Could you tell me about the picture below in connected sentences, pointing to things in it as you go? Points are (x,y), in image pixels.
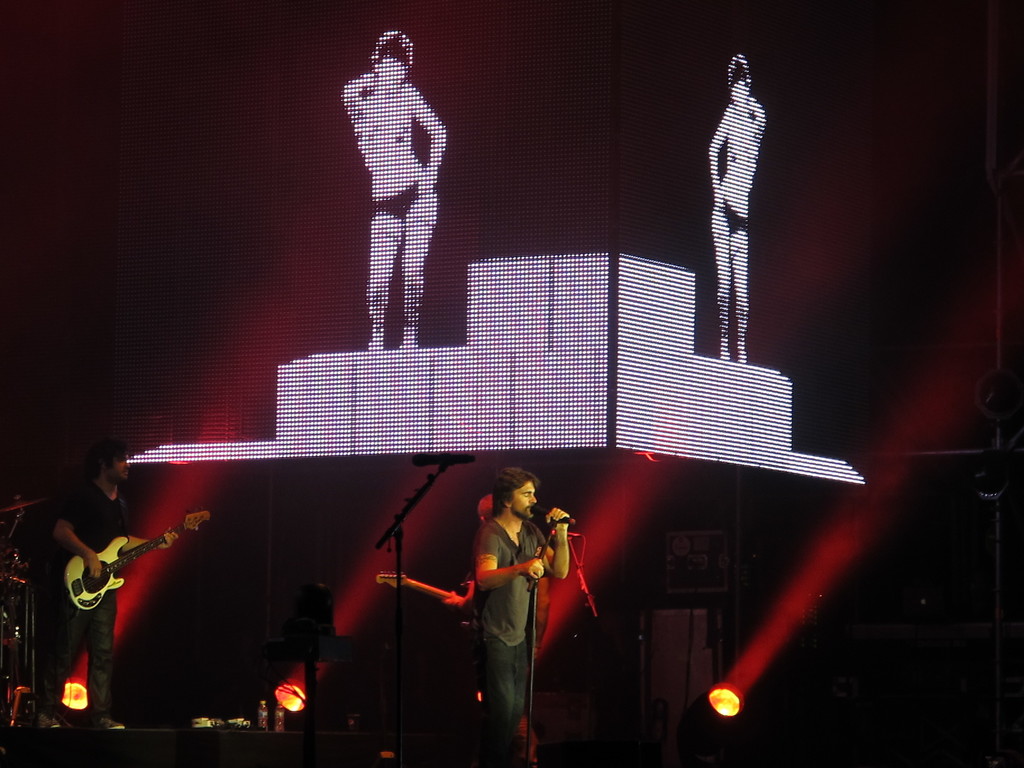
In this image I can see three persons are standing on the stage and playing musical instruments (425,588). In the background (551,605) I can see focus lights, graphics (425,345) and a curtain (210,604). This image is taken on the stage (58,738).
